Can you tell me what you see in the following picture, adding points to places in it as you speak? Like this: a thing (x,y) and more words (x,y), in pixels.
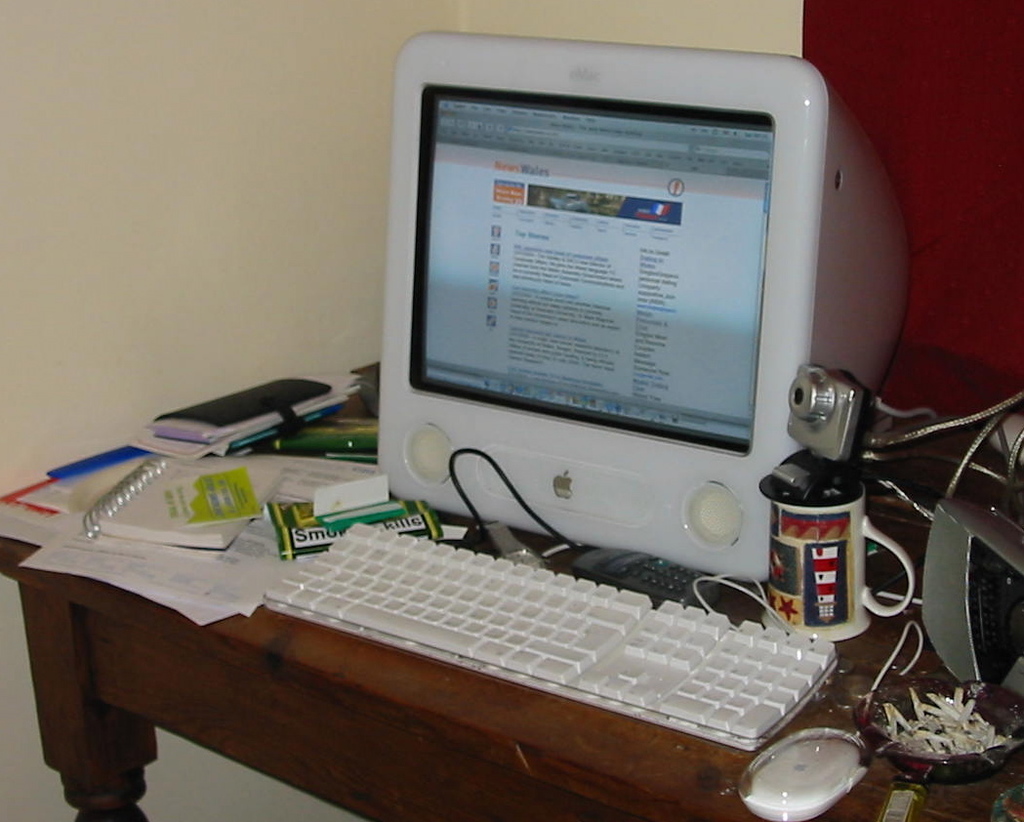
In the picture we can find a table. On a table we can find a monitor (609,320), keyboard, some cup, papers (61,568), books (234,465), camera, mouse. In the background (1018,241) we can find a wall (985,248).
